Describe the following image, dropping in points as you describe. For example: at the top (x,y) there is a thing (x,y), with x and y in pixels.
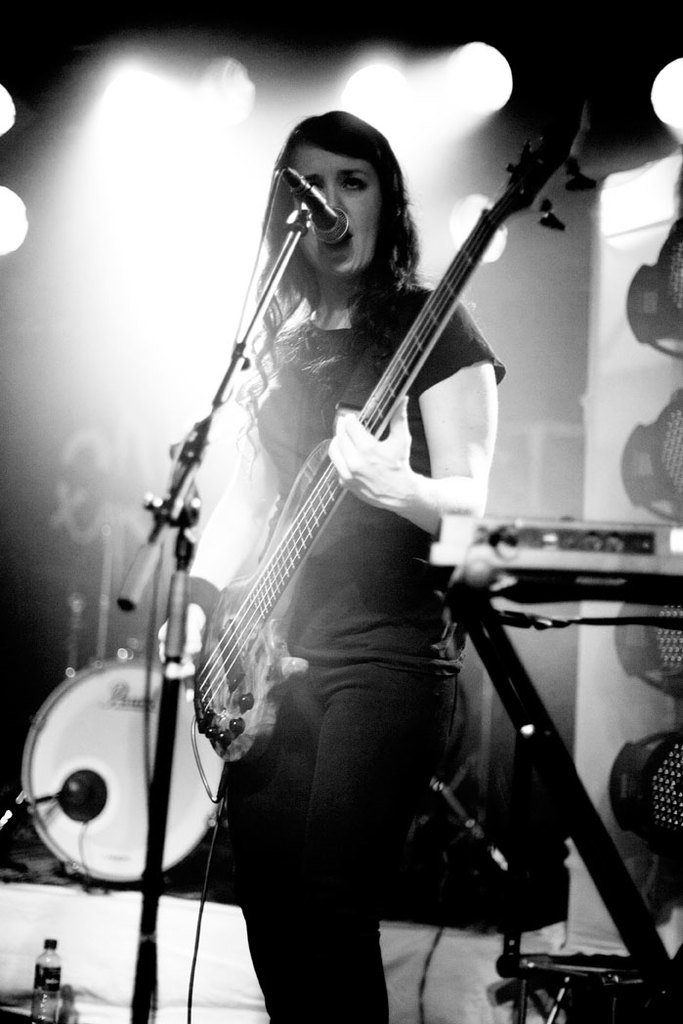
This is an edited picture. In the center of the picture (367,383) there is a woman (340,245) playing guitar (304,519). In the foreground (279,269) there is a mic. In the center of the picture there are musical instruments (518,557) like piano (530,542) and drum (63,737). In the background (359,93) there are lights (149,110).
